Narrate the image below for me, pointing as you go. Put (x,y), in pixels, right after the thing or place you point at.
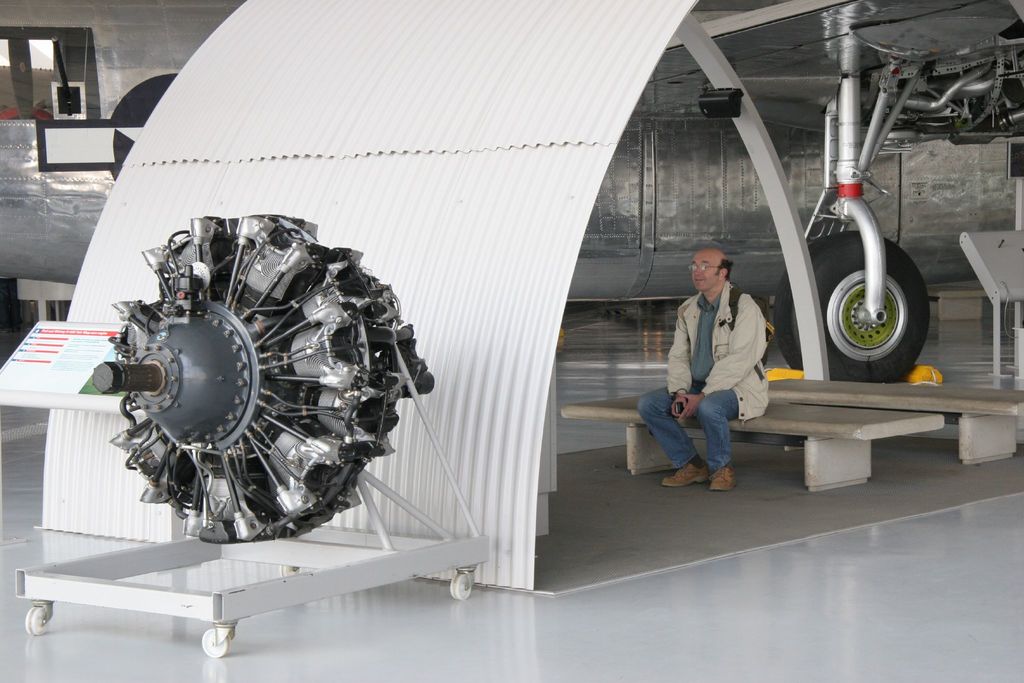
In this image in the middle (657,422), there is a man (739,338), he wears a jacket (739,324), t shirt (704,353) and trouser (701,421), he is sitting. On the left (256,468) there is a machine (252,433), poster (72,398). In the background (95,447) there is a vehicle (847,139), wheel (857,341) and wall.
